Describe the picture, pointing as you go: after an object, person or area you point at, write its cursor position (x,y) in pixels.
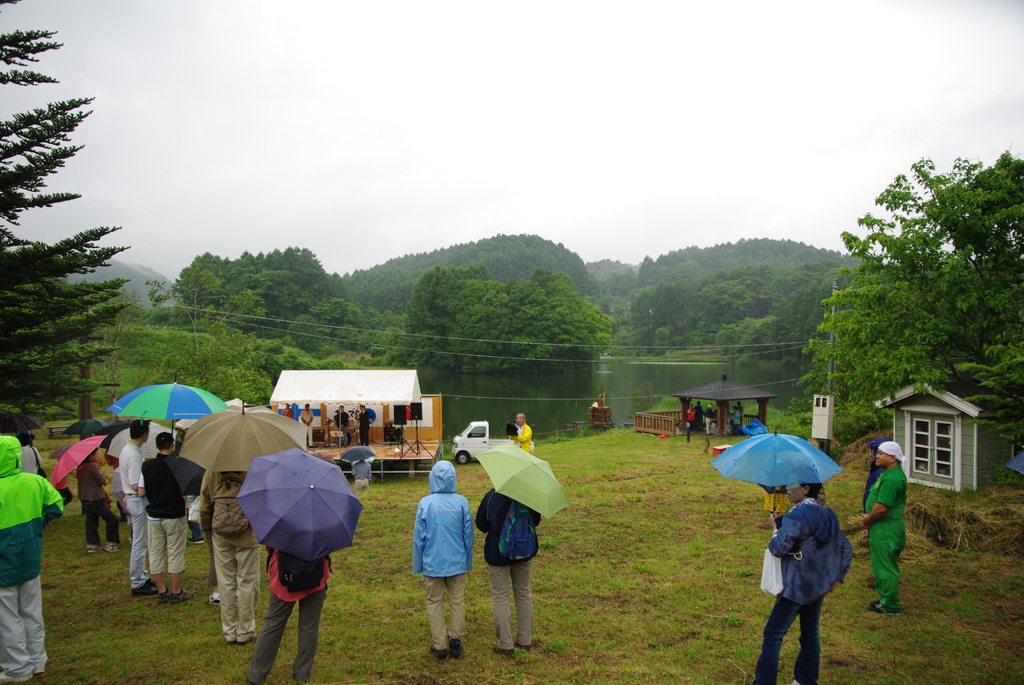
This picture few people (227,542) standing and they are holding umbrellas (261,439) in their hands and we see trees (326,278), water (639,389) and a cloudy sky (879,30) and we see a small truck (468,437) and few people (361,425) standing on the Dais (342,446) and we see tent (373,388) and grass (590,592) on the ground (569,594) and a small house (935,443) on the side.
